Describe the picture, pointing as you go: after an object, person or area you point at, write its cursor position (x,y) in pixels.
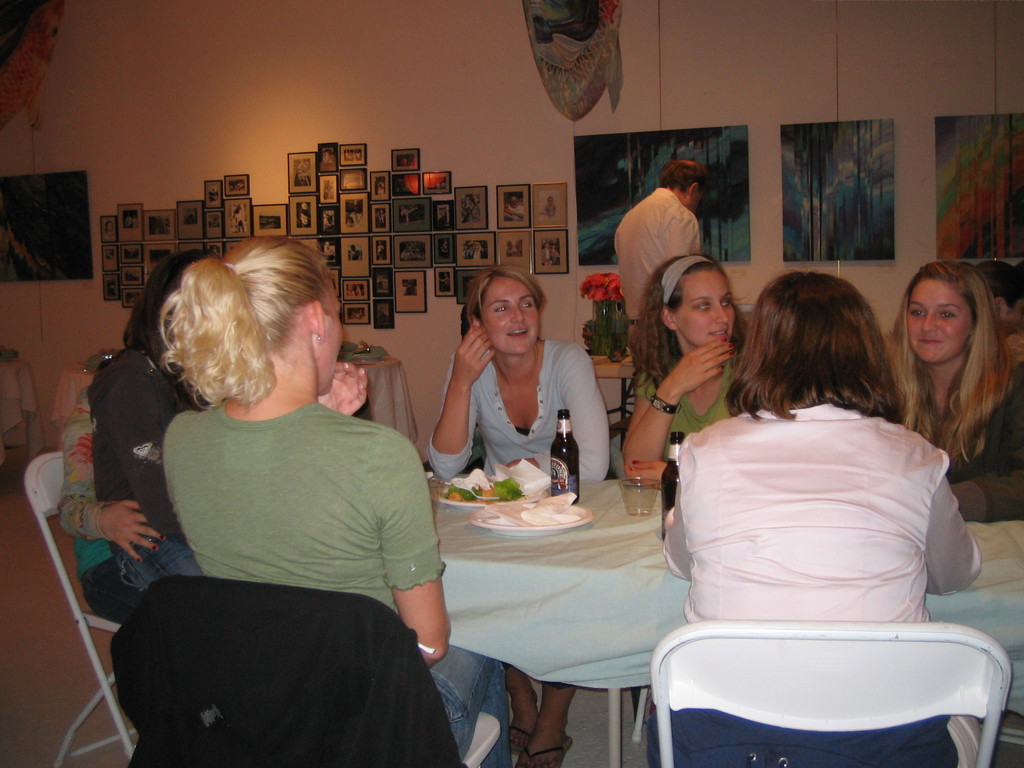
In this image I can see few women (181,319) are sitting on chairs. On this table (577,539) I can see few plates (522,525), few bottles (555,454) and a glass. In the background (279,207) I can see few posters (617,145) and number of frames (361,210) on this wall (373,135). I can also see a man (632,215) is standing.
